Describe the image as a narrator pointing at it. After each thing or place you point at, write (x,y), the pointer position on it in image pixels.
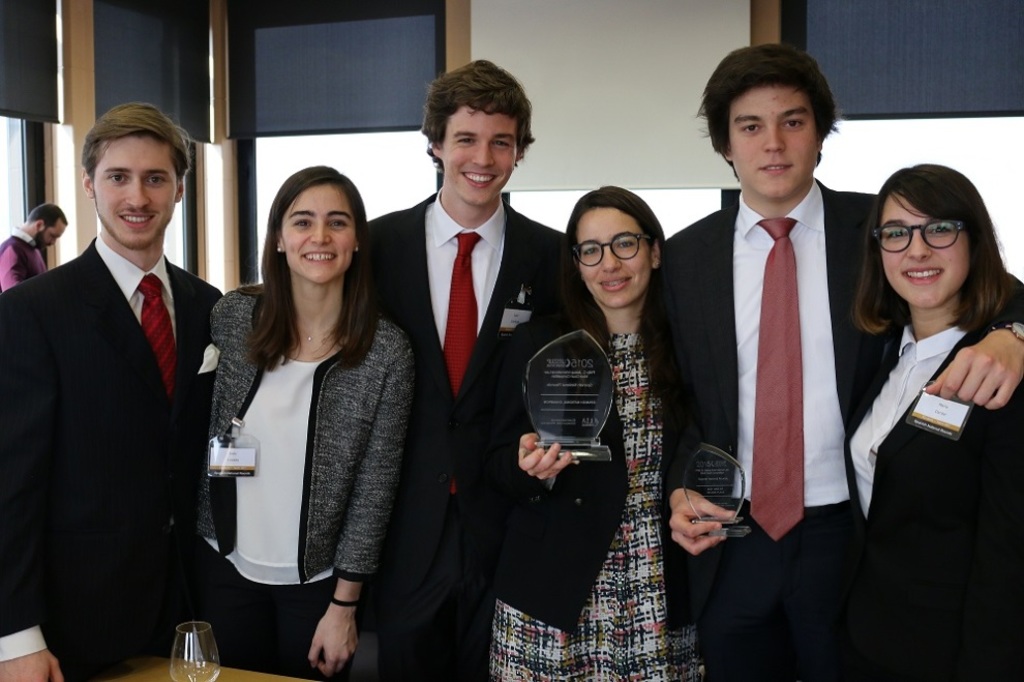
Here we can see few persons (751,479) are standing on the floor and they are smiling. There is a glass (187,632) on a platform (227,676).
